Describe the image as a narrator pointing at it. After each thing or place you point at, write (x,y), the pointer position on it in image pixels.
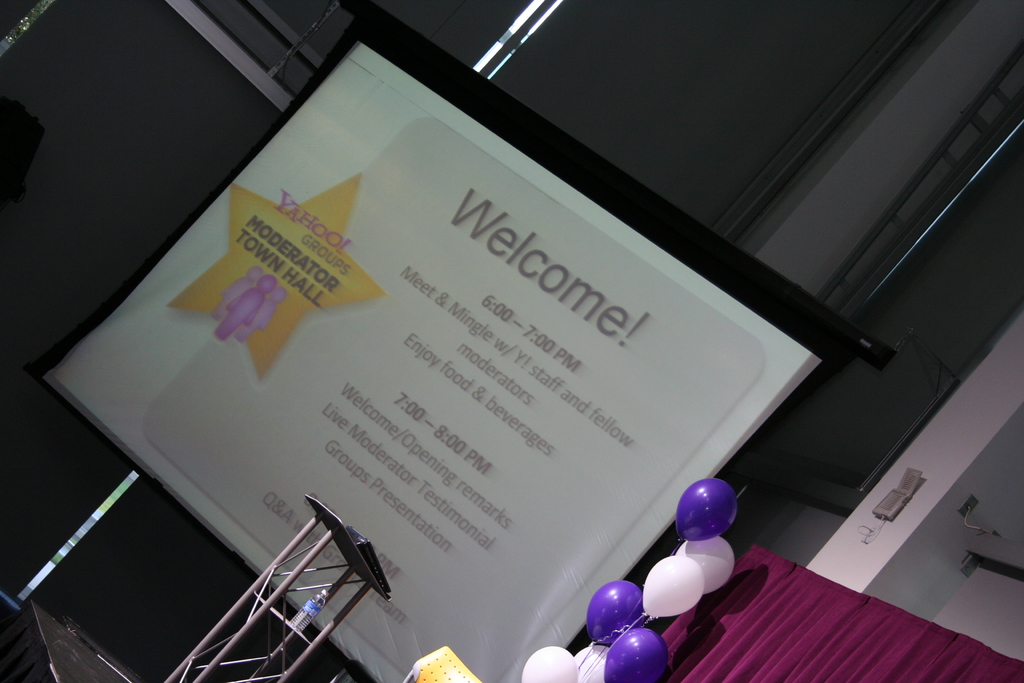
In this image, in the right corner (786,567), we can see a curtain (955,670) which is red in color. On the right side (871,567), we can see a pillar (980,400). On the right side (697,498), we can also see some balloons (721,529). In the bottom left of the image (334,529), we can see a stand (372,558), on the stand (371,558), we can see a bottle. In the background (258,377), we can see a screen (337,339), on the screen (514,277), we can see some pictures (269,329) and text (598,419) written on it. In the background (433,23), we can see a wall (710,106).
